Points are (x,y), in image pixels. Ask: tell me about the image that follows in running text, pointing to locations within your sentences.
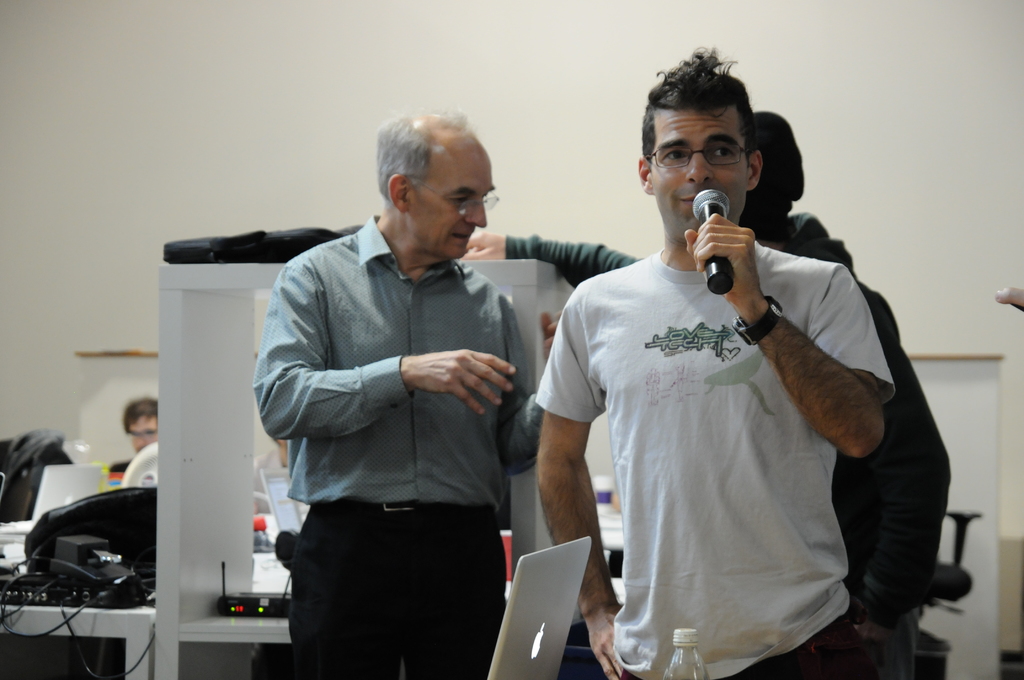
In this image, we can see persons (618,325) wearing clothes (778,608). There is an equipment (116,566) in the bottom left of the image (121,557). There is a laptop (508,629) and bottle (688,656) at the bottom of the image (688,663). There is a person (615,416) in the middle of the image (633,332) holding a mic (716,272) with his hand (713,247). In the background (94,265), we can see a wall (896,146).
